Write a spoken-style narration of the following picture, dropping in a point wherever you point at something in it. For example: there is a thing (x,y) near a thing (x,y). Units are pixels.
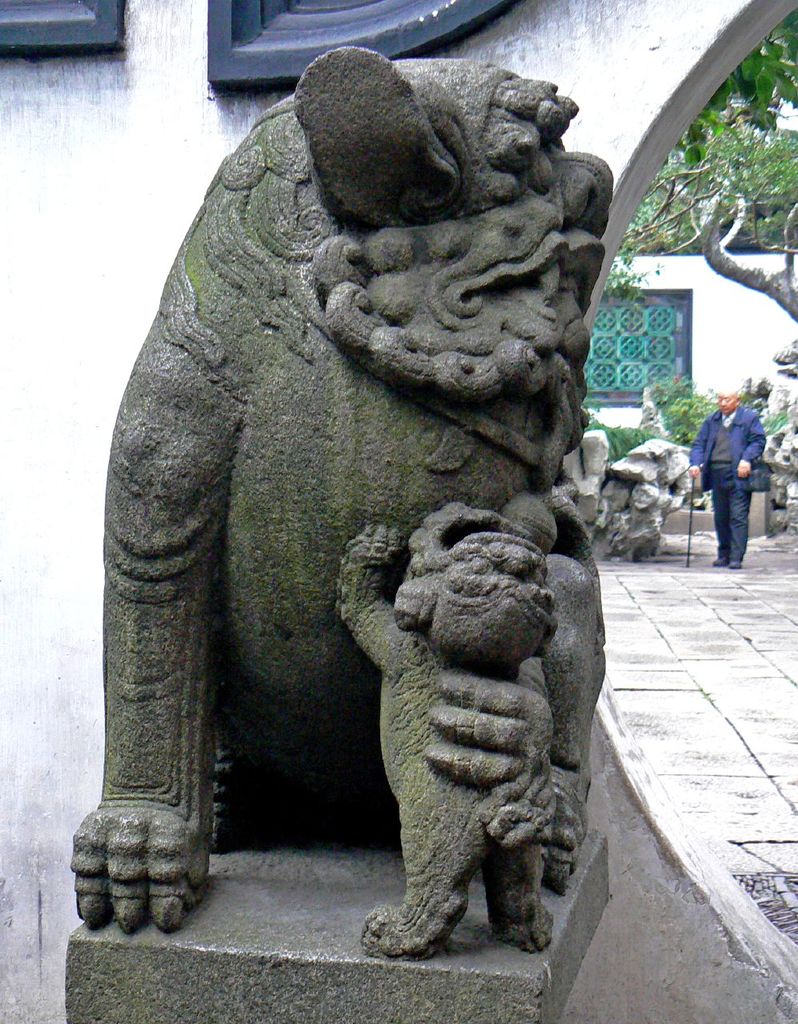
In this picture we can see a statue (242,407) and a man (755,434) holding a stick (689,476) with his hand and standing on the ground (658,642), stones (641,552), wall (592,414) and in the background (765,105) we can see trees (752,281).
